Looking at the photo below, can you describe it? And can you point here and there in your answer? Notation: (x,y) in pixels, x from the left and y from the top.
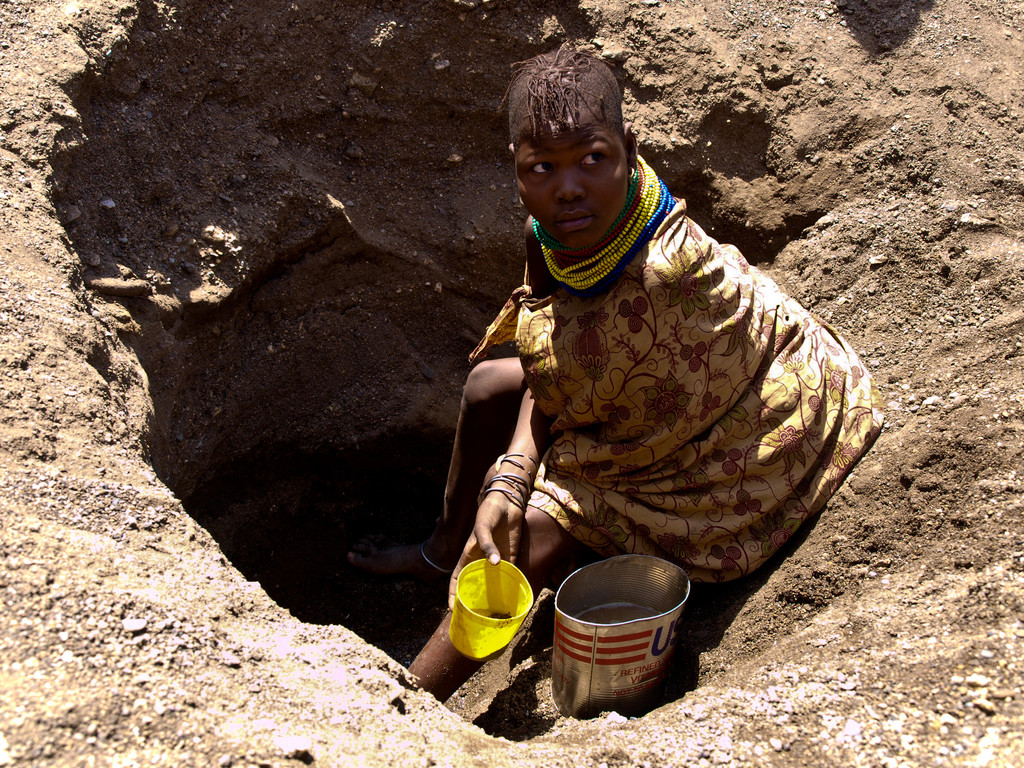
In this image we can see a person (802,363) wearing dress (711,404) is holding a yellow color objects (475,593) and crouching inside the dig (400,391).
